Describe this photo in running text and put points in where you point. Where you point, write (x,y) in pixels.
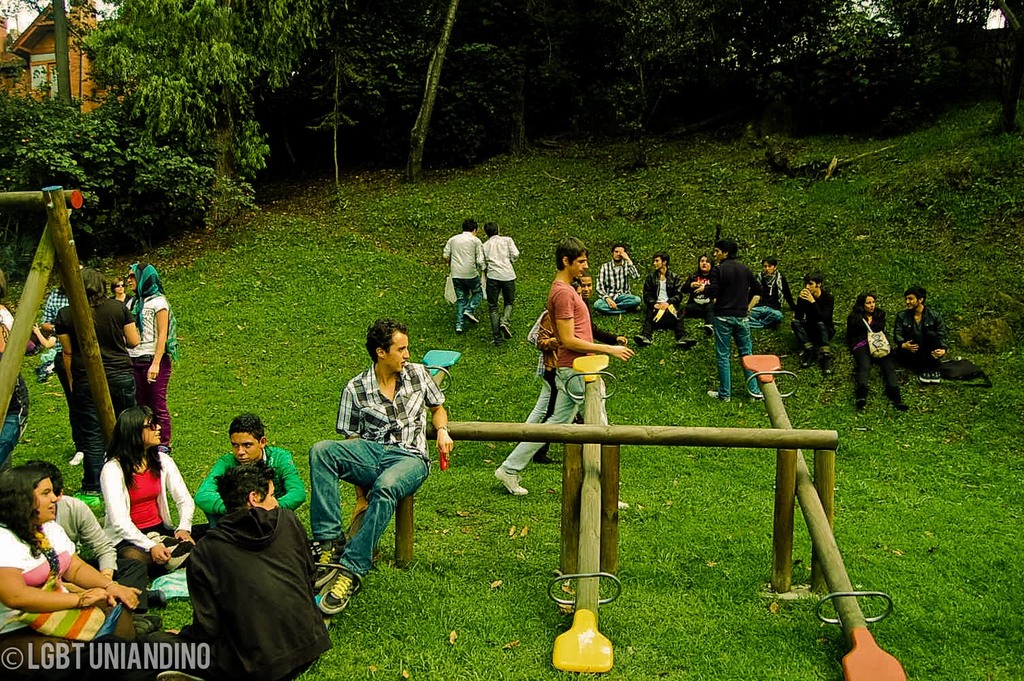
In this image I can see number of persons (199,527) are sitting on the ground (786,328) and few persons (719,273) are standing. I can see few wooden logs (588,460) and some grass (347,317) on the ground (384,232). In the background (246,89) I can see few trees (591,24), a building (52,33) and the sky (43,3).
